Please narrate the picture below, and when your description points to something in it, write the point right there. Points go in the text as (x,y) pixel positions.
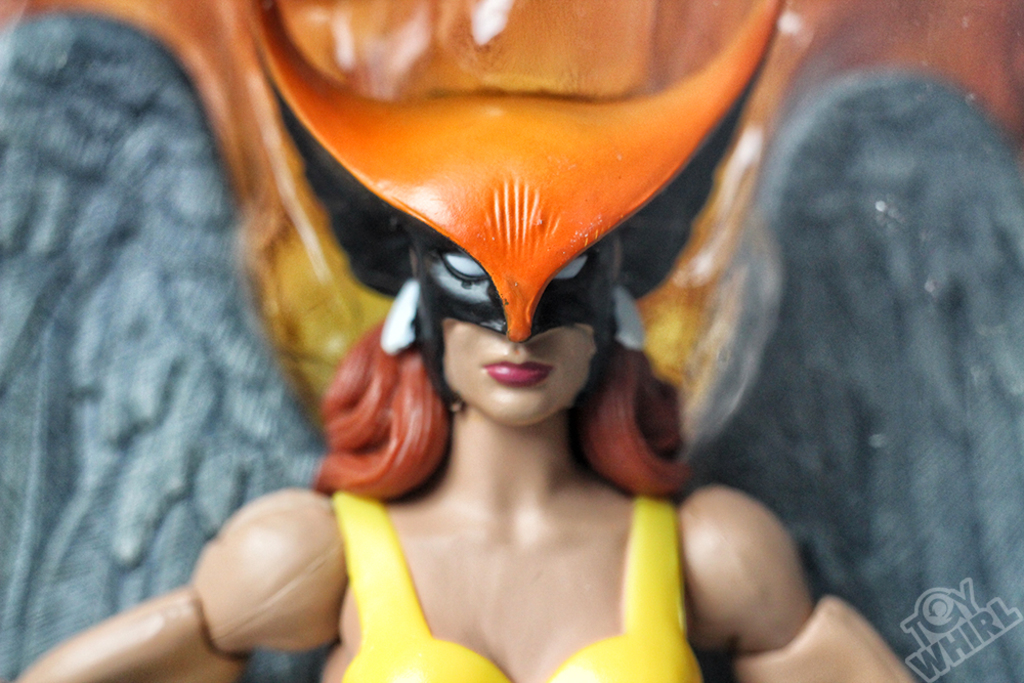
This is a zoomed in picture. In the center (665,400) we can see the sculpture (749,542) of a woman (485,515) wearing a mask (548,305). In the background (861,317) we can see some other objects (818,416). In the bottom right corner (932,643) we can see the watermark (969,636) on the image.
